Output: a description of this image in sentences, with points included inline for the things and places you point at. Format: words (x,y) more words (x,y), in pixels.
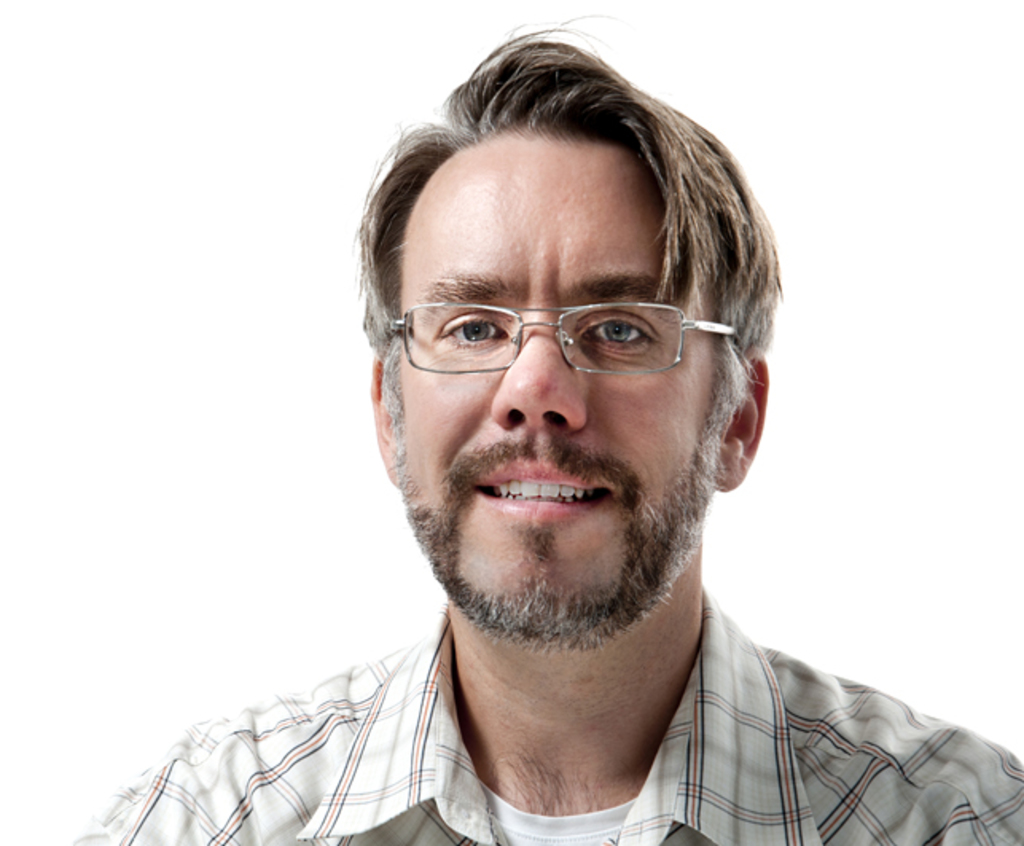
In the image in the center (591,444) we can see one person (647,761) smiling, which we can see on his face (525,471).
